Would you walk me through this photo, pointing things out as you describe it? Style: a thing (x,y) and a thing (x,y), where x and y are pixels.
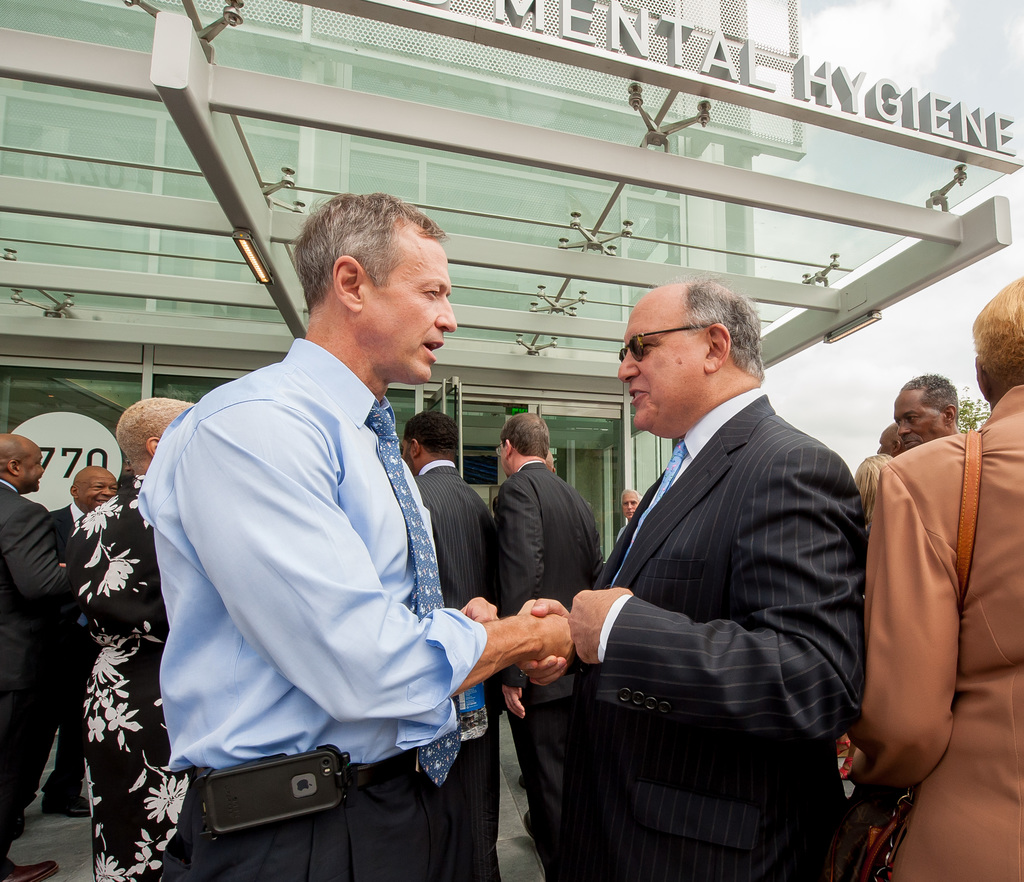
In the image we can see there are people (746,600) standing, wearing clothes (666,590) and it looks like they are talking to each other. Here we can see the building (345,84) made up of glass (251,60). Here we can see the text (577,26) and the sky (884,58).
